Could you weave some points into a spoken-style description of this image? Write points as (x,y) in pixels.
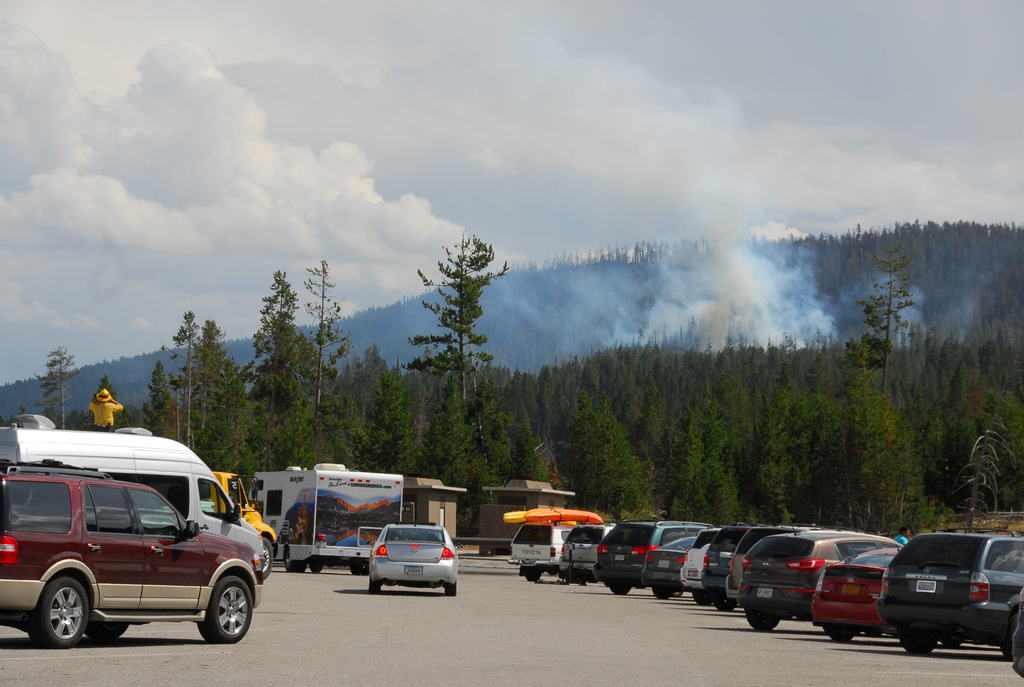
In this image I can see number of vehicles (830,630), number of trees (347,446), smoke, clouds (187,50), the sky (625,221) and here I can see a person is standing.
